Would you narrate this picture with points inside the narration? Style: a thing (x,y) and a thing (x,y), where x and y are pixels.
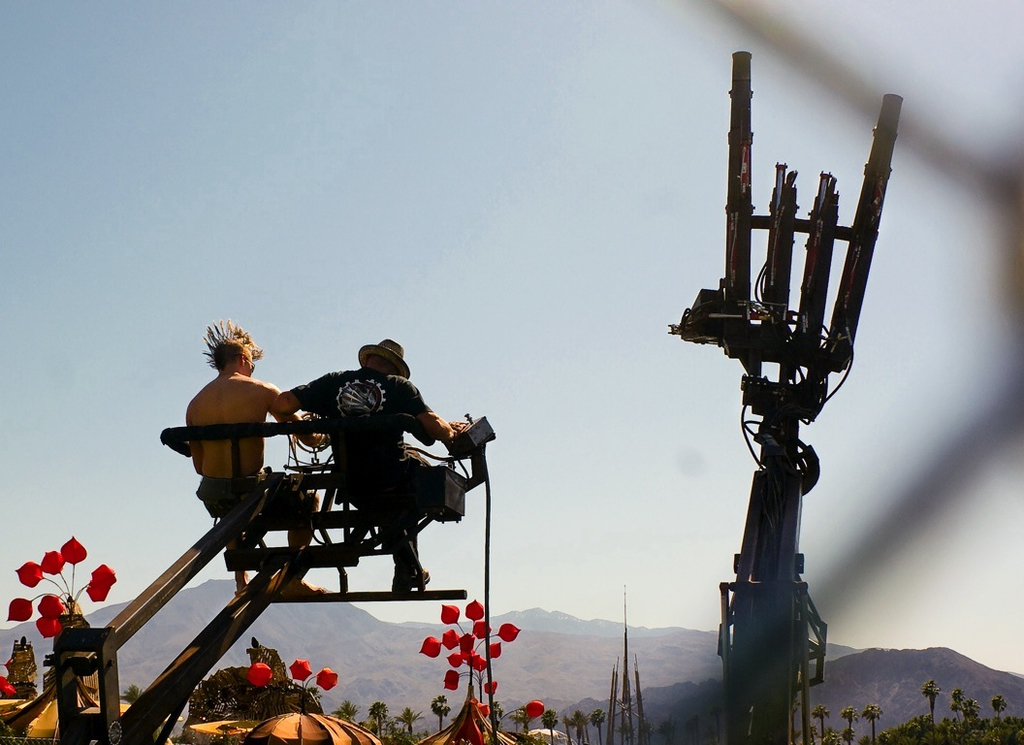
In this picture there is a man (300,540) who is sitting near a person (370,488). Both of them are sitting on the platform (314,475). On the bottom (32,710) we can see roof (35,729) of the structures (262,701). On the background (877,679) we can see mountains (656,701). On the bottom right corner (972,733) we can see trees (931,701). On the top (484,90) there is a sky (479,85).
